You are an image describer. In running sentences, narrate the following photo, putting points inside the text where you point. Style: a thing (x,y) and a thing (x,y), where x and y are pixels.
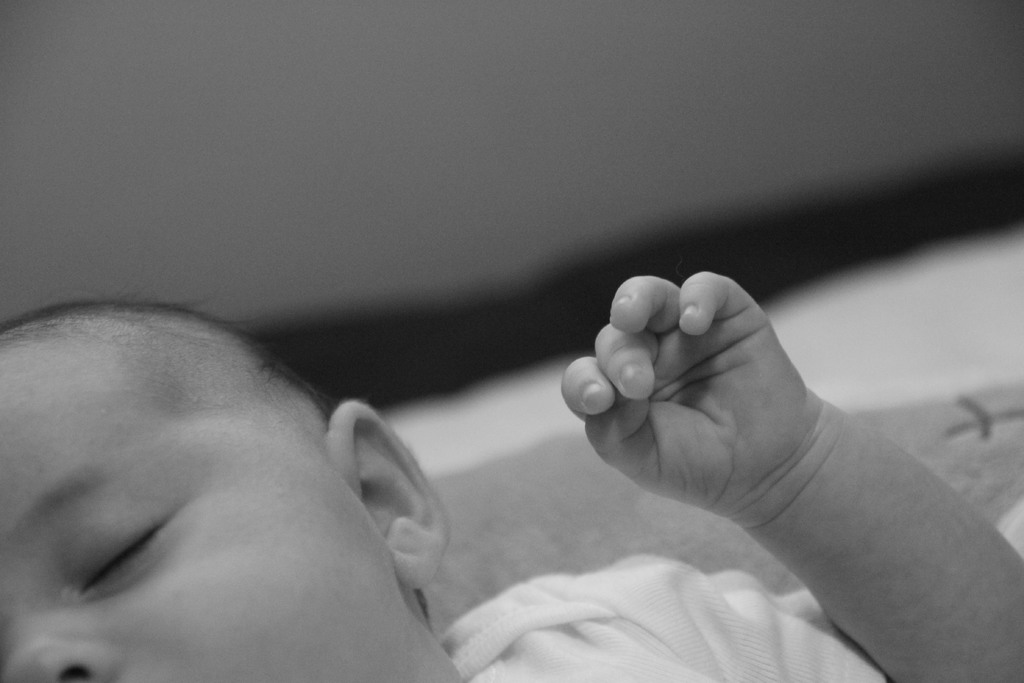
In this picture we can see a baby (574,616), who is lying on the bed (571,494). On the top (683,146) we can see wall (627,140).
